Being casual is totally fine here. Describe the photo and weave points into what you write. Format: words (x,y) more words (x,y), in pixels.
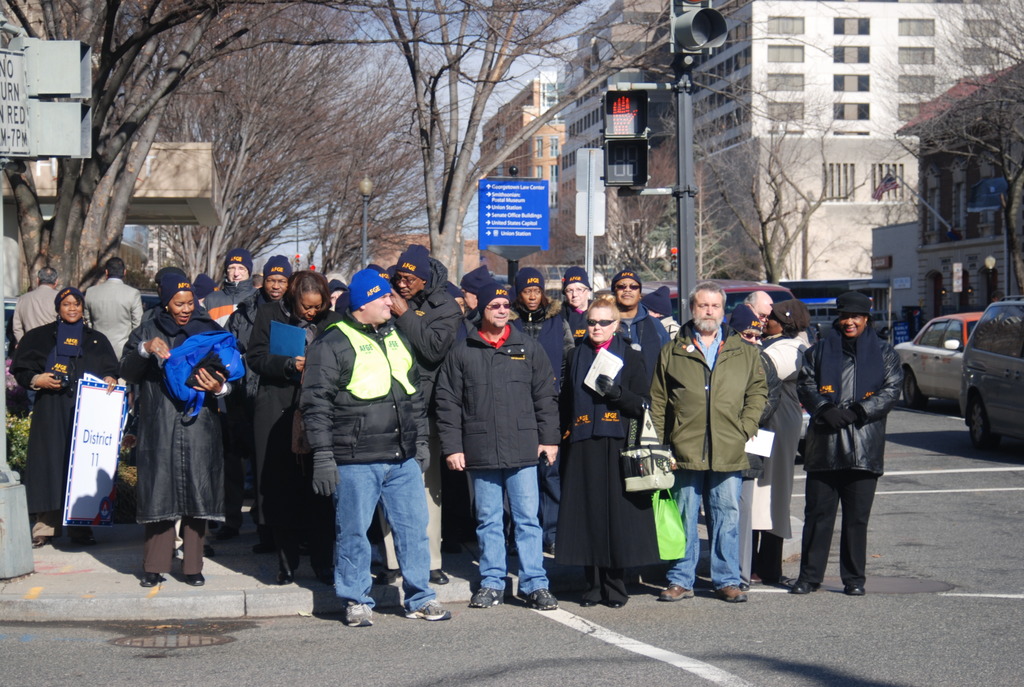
In this picture there are people (767,370) and we can see boards (86,404), vehicles (1005,409) on the road (276,619), lights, traffic signals (643,99), poles (692,188), trees (658,250), flag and buildings (960,249). In the background of the image (524,72) we can see the sky (523,61).
